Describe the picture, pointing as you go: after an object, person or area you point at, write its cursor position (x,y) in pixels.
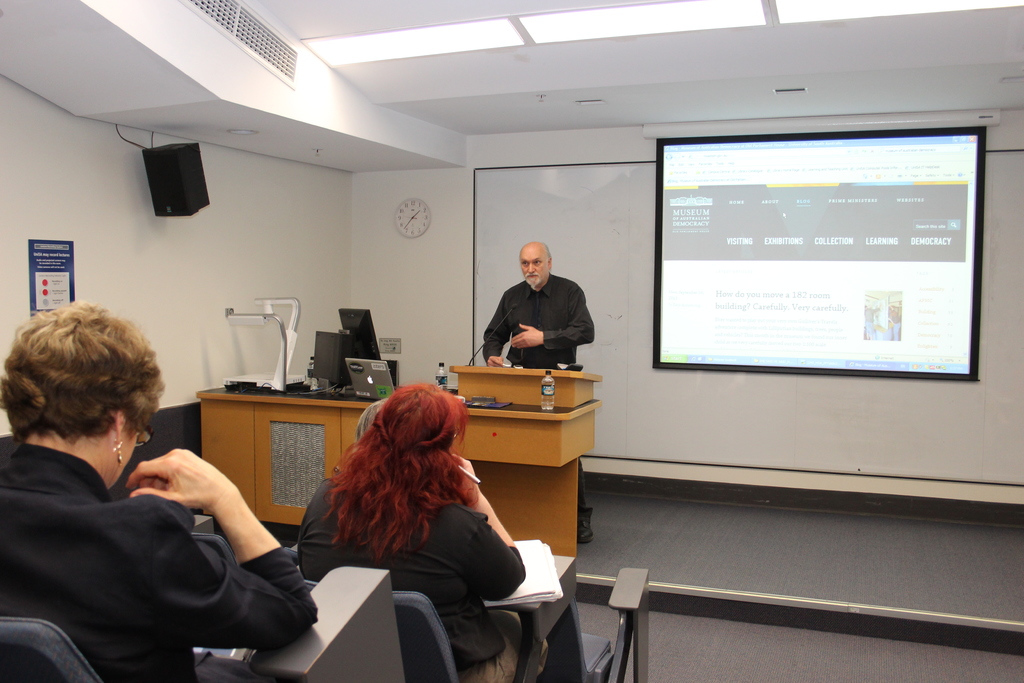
It seems to be of conference hall (658,380). Two women (165,552) sat on chair (423,597). There is an old man (537,363) stood in front of desk (360,401), which has laptop (362,388) on it. On to the left side of wall (169,142), there is speaker (185,203). To the background wall (355,234) there is clock (414,230) and a screen (753,223). And to the roof (613,87) there are ceiling lights (537,26) and ac vents (257,56).
